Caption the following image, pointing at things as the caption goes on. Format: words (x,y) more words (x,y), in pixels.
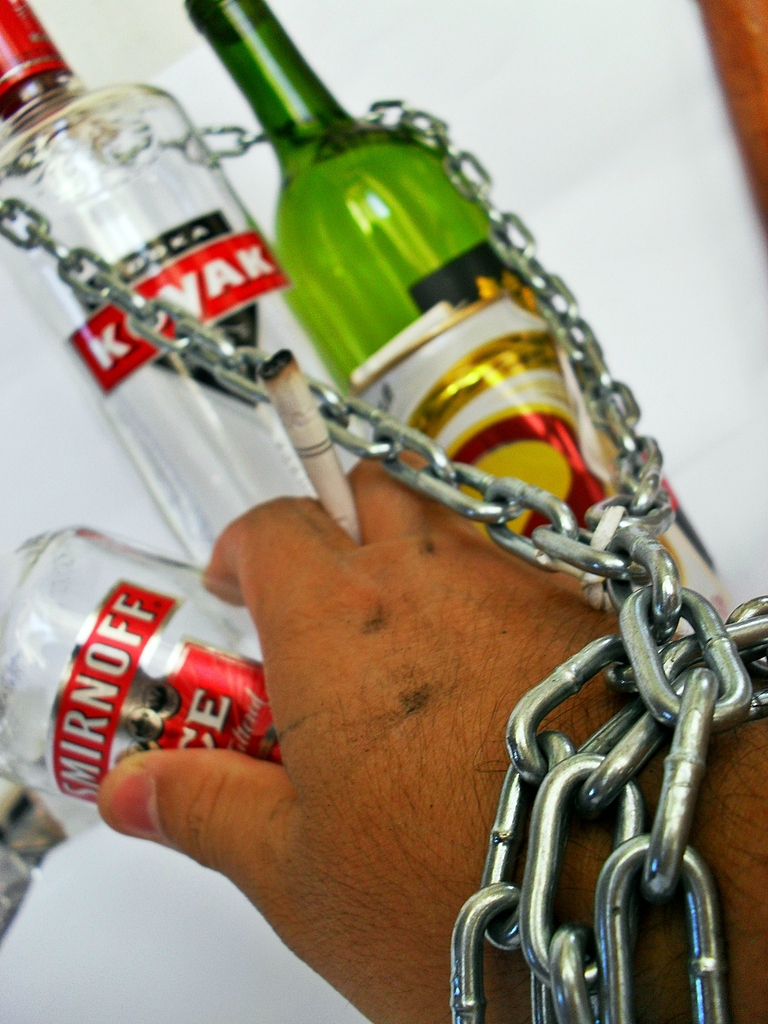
In this picture we can see a hand (436,760) of a person (373,659) holding a cigarette (284,409) and a chain (589,810). These are the bottles (281,442).
